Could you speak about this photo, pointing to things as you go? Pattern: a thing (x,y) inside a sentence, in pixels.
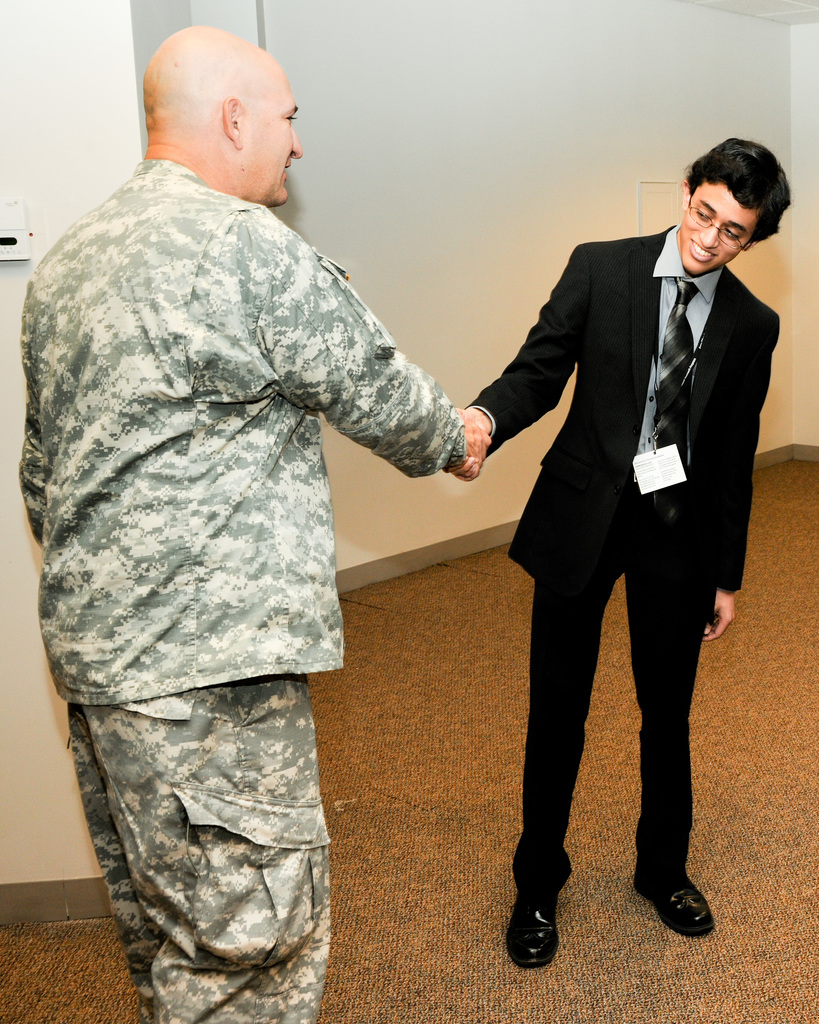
In this image, at the left side (220,869) there is a man (316,511) standing and at the right side (585,465) there is a person (749,434) standing and wearing a black color coat (578,284), they are shaking hands (478,467), in the background (528,42) there is a white color wall (478,125).
